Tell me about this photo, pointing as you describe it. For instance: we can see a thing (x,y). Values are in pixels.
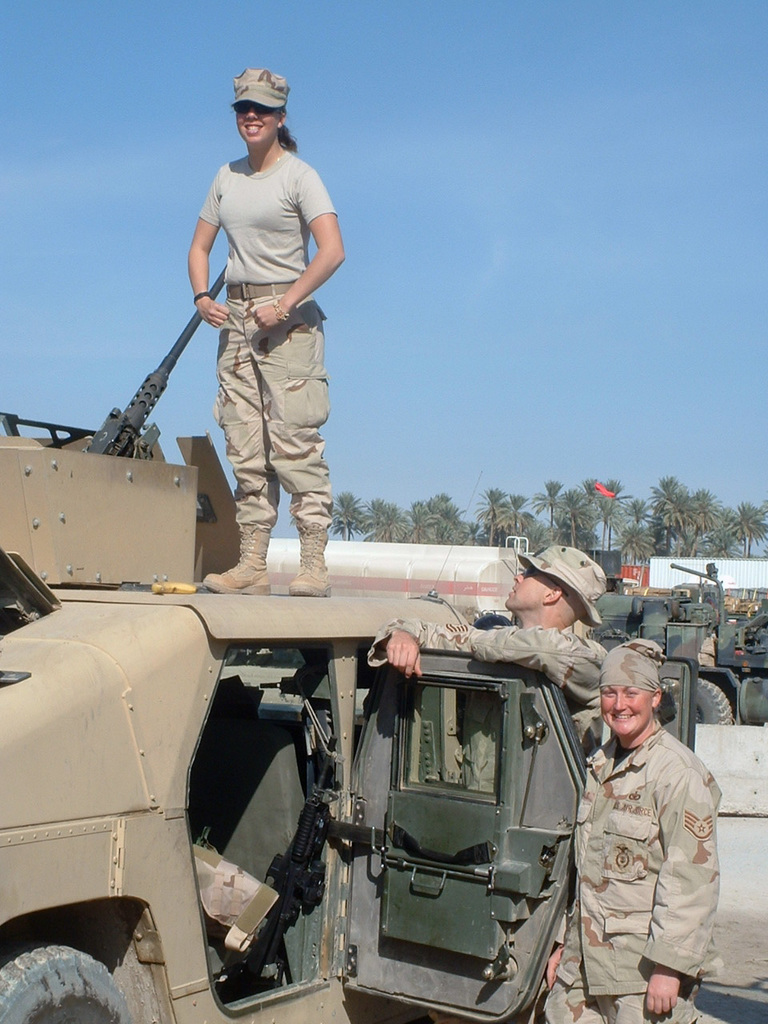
Bottom right side of the image (692,837) two persons (669,1002) standing and smiling. Bottom left side of the image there is a vehicle (48,452), on the vehicle (48,452) a woman (231,462) is standing and smiling. Behind her there is sky (355,219). Top right side of the image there are some trees (643,549).
